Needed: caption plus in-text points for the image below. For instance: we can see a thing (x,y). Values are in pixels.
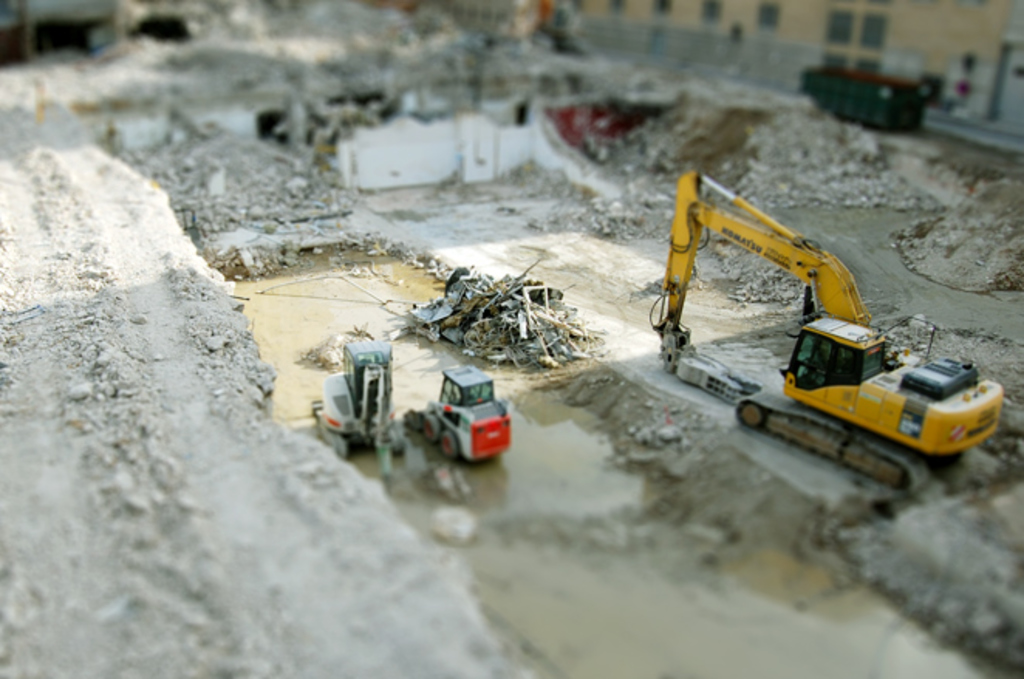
In this picture we can see few earth moving vehicles (328,384) and houses (851,24).
